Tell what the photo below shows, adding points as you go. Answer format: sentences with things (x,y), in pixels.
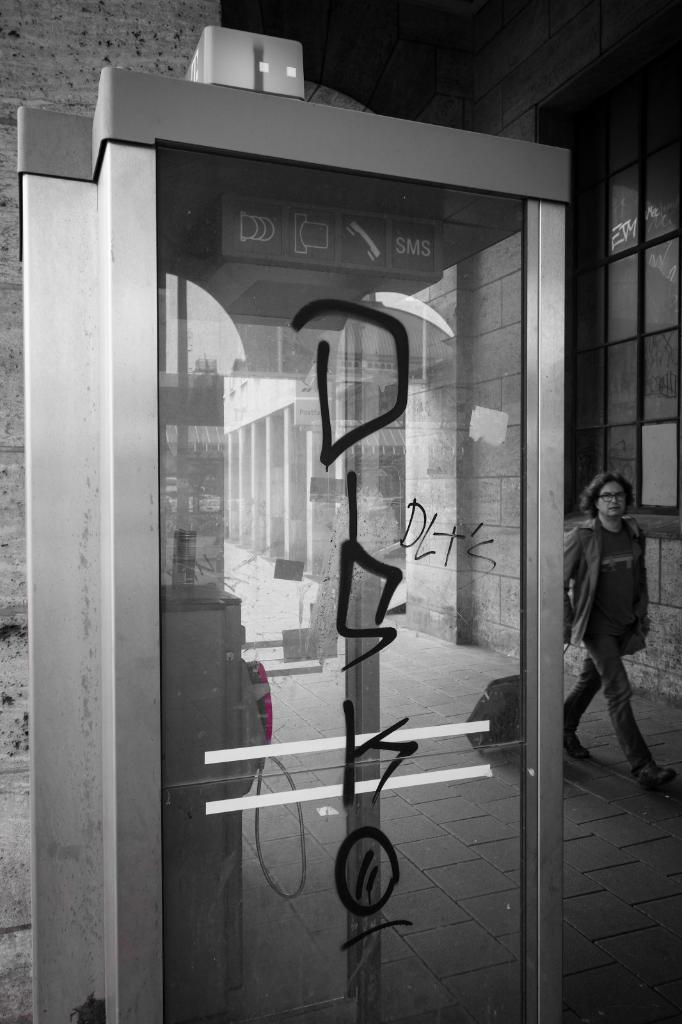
In the picture I can see a person (581,707) is walking on the ground (597,831) and holding a bag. Here I can see a glass door (225,693), a building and some other objects (244,737). This picture is black and white in color.
